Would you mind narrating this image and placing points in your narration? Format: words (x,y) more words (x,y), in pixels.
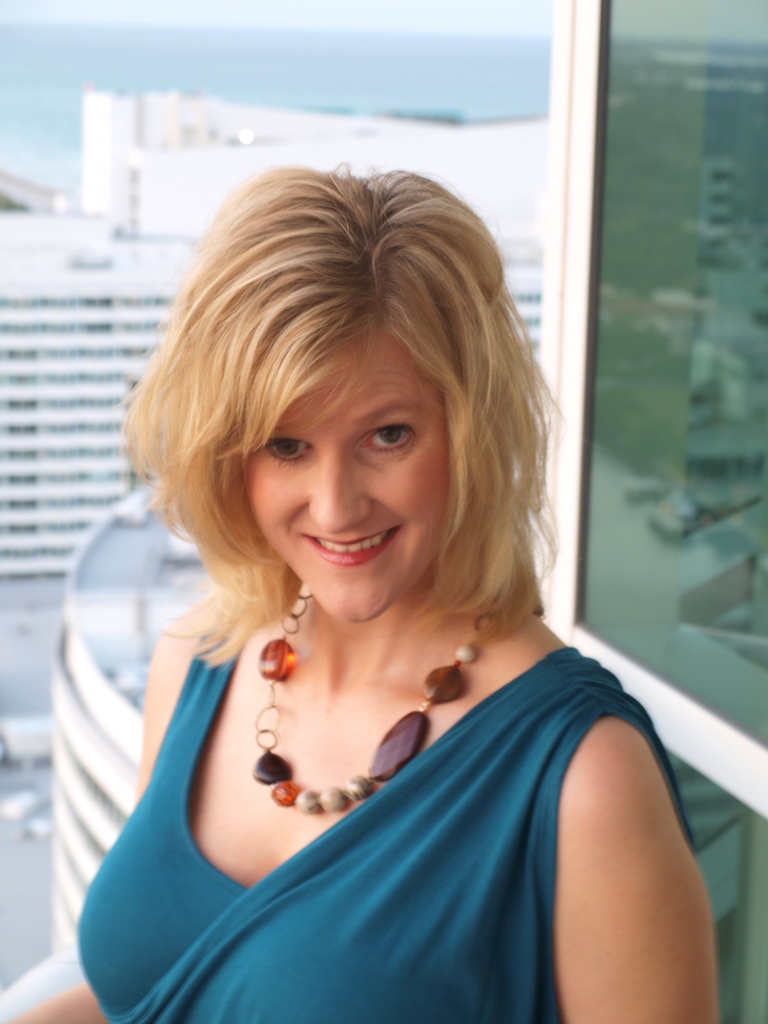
In the center of the image (311,626) we can see one woman (284,802) is smiling and she is in a different costume (443,827). In the background (68,508), we can see buildings (17,398), glass (641,486) and a few other objects (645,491).
